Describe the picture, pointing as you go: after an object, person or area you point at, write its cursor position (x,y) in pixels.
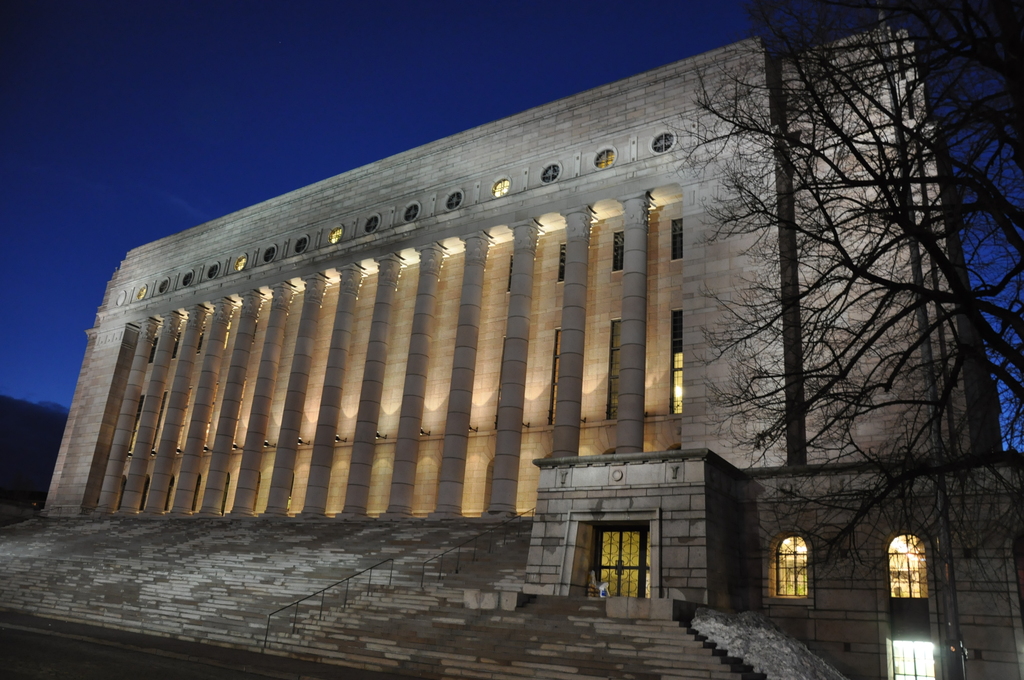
In this image I see the building (720,165) and I see the pillars (522,248), steps (508,666) and I see the lights (896,644) and I see the trees (801,53) over here and it is dark in the background (19,304).
